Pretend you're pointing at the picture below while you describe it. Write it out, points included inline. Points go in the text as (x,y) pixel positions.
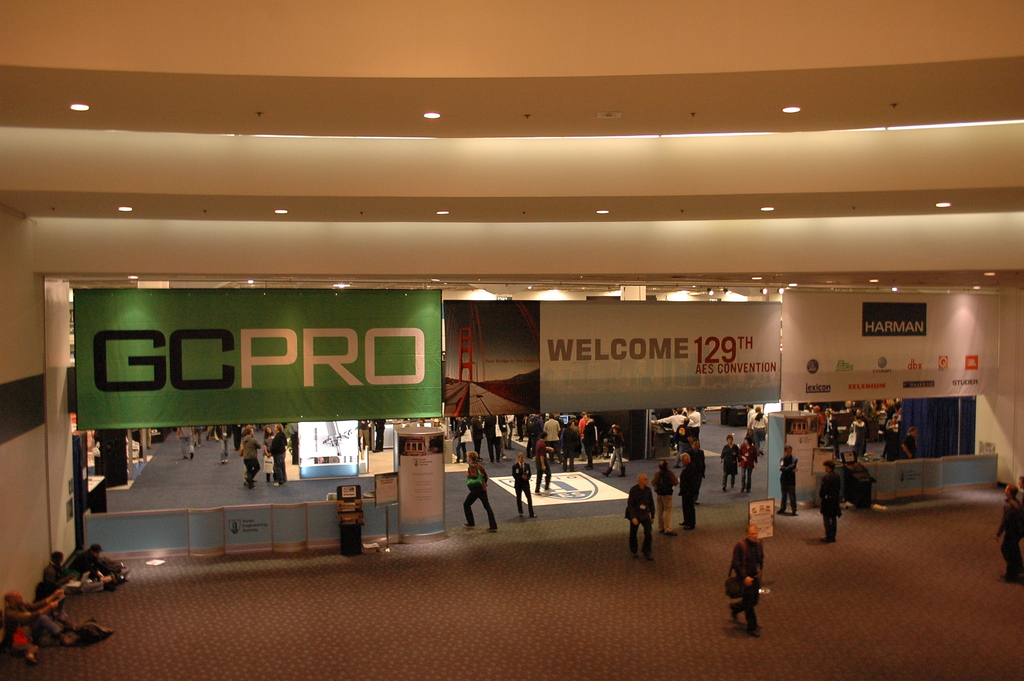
In this image I can see the interior of the building (603,483). I can see number of persons (518,454) are standing on the floor (560,538) and few persons (96,560) are sitting. I can see few banners (228,375) which are green, black and white in color, the floor (529,607), few displays (352,472), the ceiling (550,38) and few lights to the ceiling (612,158).
